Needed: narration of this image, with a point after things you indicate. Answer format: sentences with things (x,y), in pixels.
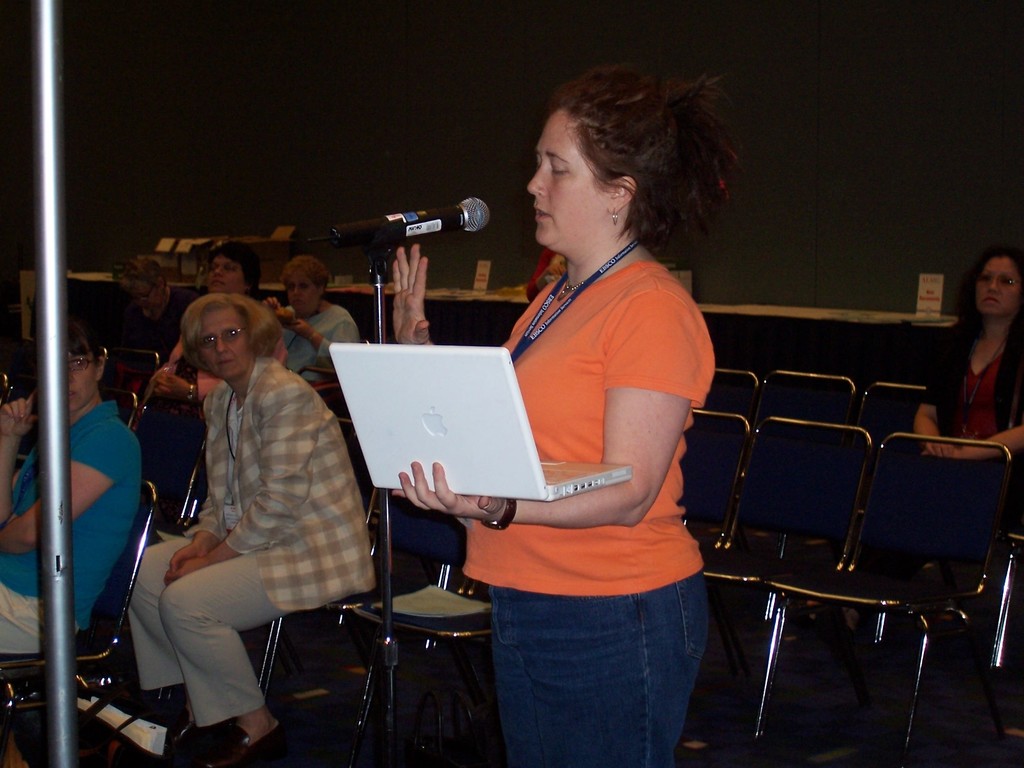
In this picture we can see a group of people (194,322) where some are sitting on chairs (696,515) and a woman (563,300) standing and holding a laptop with her hand (474,505) and talking on mic (384,223) and in the background (268,250) we can see boxes (209,237).
